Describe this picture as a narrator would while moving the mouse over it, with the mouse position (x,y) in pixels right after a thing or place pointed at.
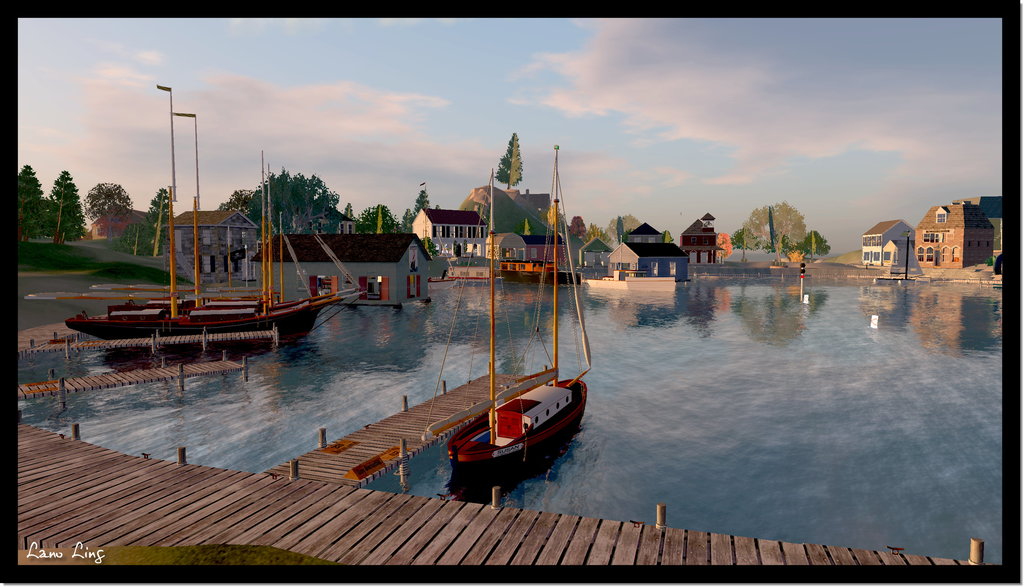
In this picture I can observe a lake (643,362) in the middle of the picture (427,344). There are three boats (235,324) floating on the water (344,414). In the bottom of the picture (333,469) I can observe wooden surface (384,536). In the background (298,232) there are houses (459,210), trees (419,203) and some clouds (591,93) in the sky (615,106).
